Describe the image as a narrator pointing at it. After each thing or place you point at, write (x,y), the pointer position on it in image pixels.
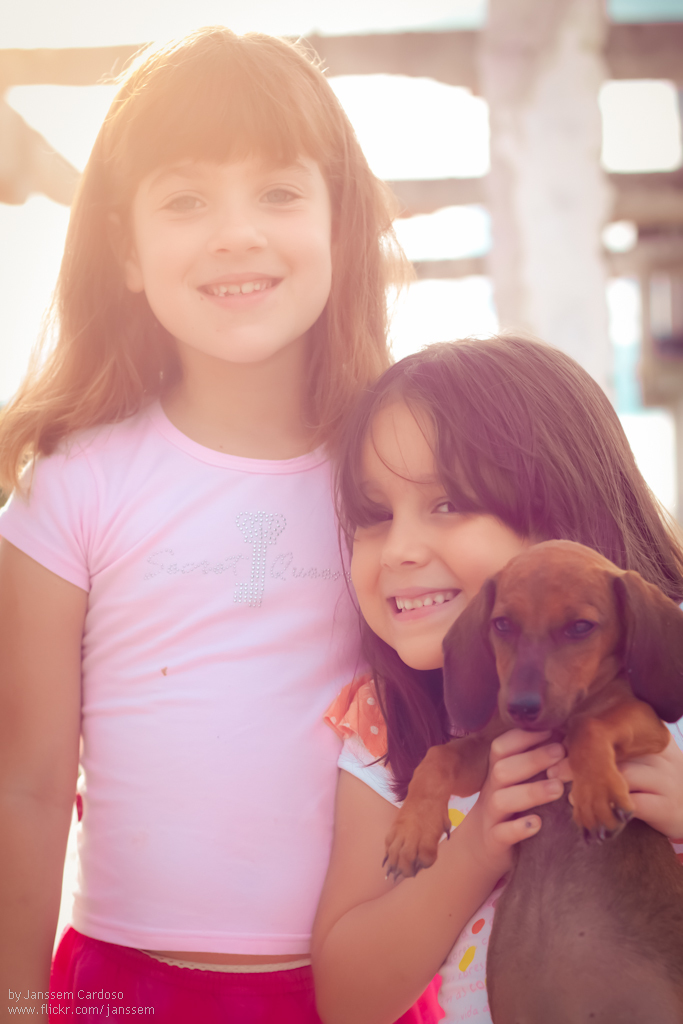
In this picture there are two girls (475,1018) one is left side (187,927) and another one is right side (468,1010), and the girl (453,412) who is at the right side of the image (682,687) she is holding a dog (490,732) in her hands (531,792).
